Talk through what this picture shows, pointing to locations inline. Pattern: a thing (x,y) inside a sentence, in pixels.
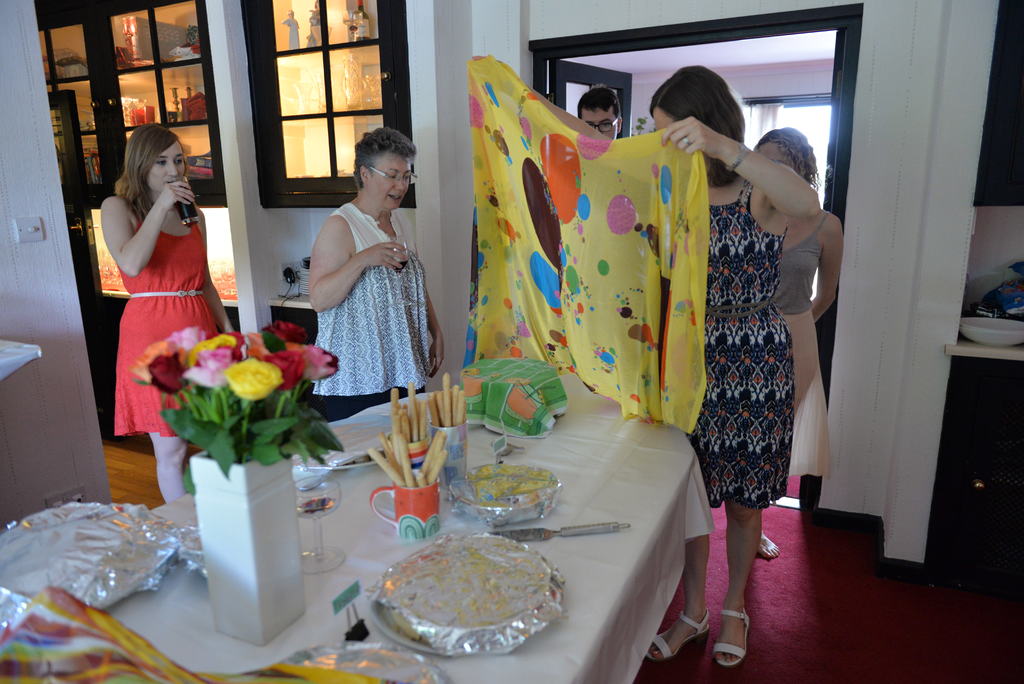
This persons (362,224) are standing. This woman (723,301) is holding a cloth (511,241). This woman (165,215) wore red dress (163,263) and holding a glass (187,212). This cupboards (192,103) are filled with things (347,75). On this table (593,538) there is a flower (280,384) with vase (265,502), cups (426,492) with sticks (399,431). bowl (438,597), plate (415,599), cloth (532,383) and glass (303,500). On this table (1019,344) there is a bowl (996,327). A floor (839,574) with red carpet (838,615).
